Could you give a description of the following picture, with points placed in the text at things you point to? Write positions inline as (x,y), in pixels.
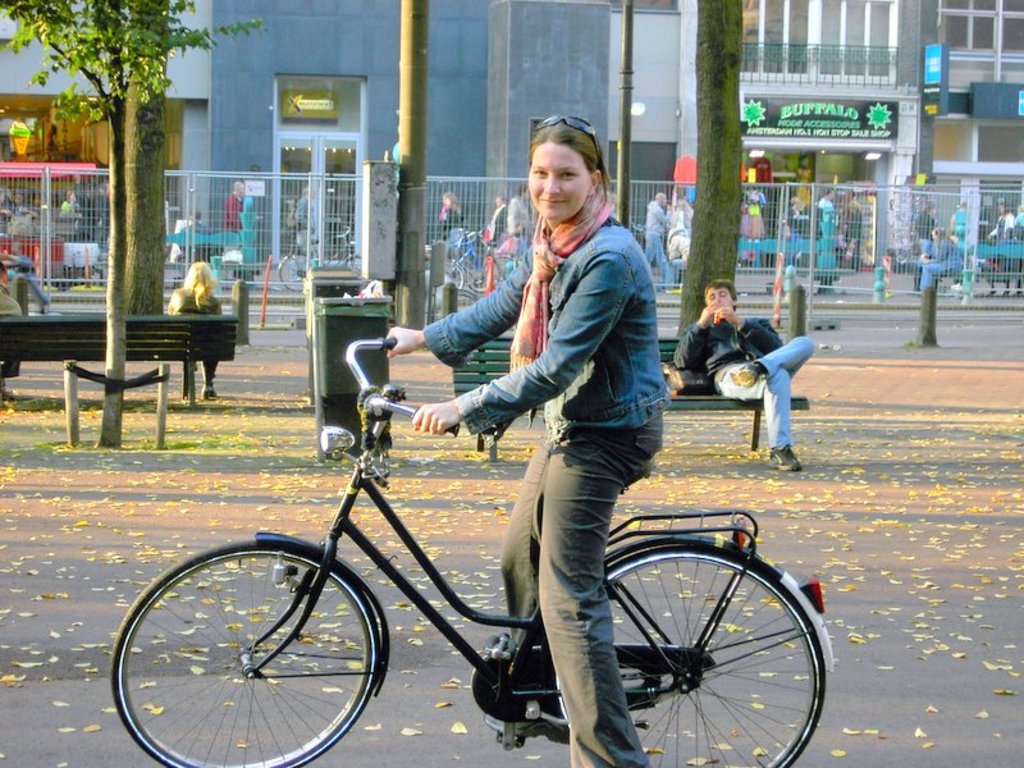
In this picture we can see a woman (566,328) sitting on a bicycle (499,668) and riding on a road (432,369), and here a man (679,348) sitting on a bench (505,363) and here is the dust bin (365,311), and at side here is the tree (113,166), and a woman (189,281) sitting on a bench (214,326), and right to opposite here is the fencing (308,227), and here is the building (342,14) and there is the hoarding (931,94).
